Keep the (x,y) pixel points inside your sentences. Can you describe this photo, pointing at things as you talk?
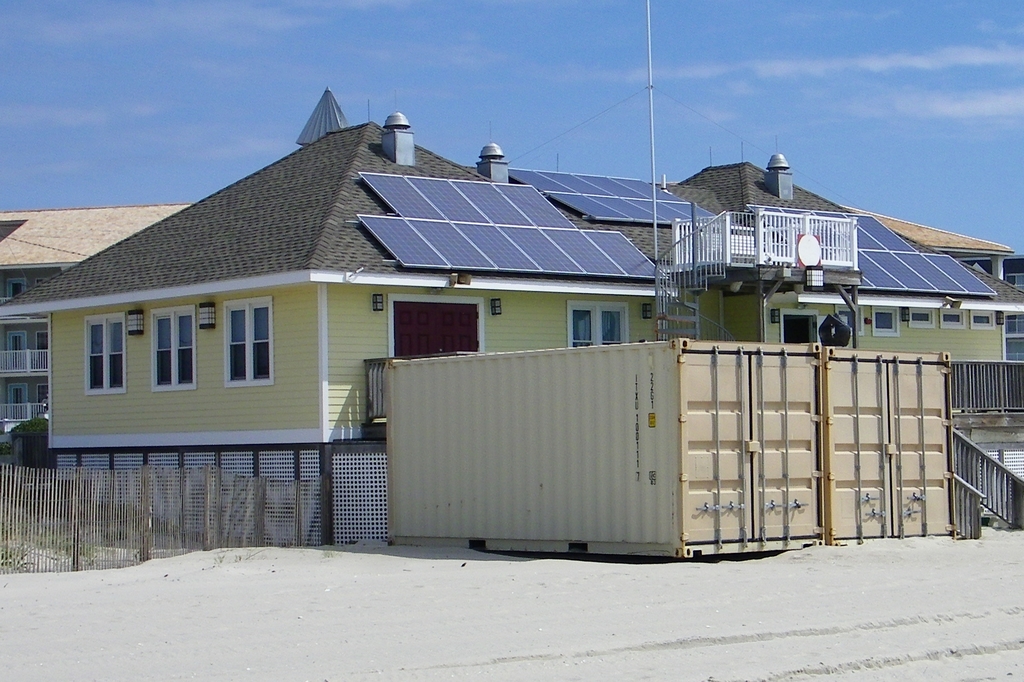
Here in this picture we can see houses (133,286) present over there and we can also see windows (106,360) on it and in the front (472,398) we can see containers (489,447) present and on the roof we can see solar panels (556,190) present over there and we can also see clouds (937,64) in the sky (697,73) over there.
